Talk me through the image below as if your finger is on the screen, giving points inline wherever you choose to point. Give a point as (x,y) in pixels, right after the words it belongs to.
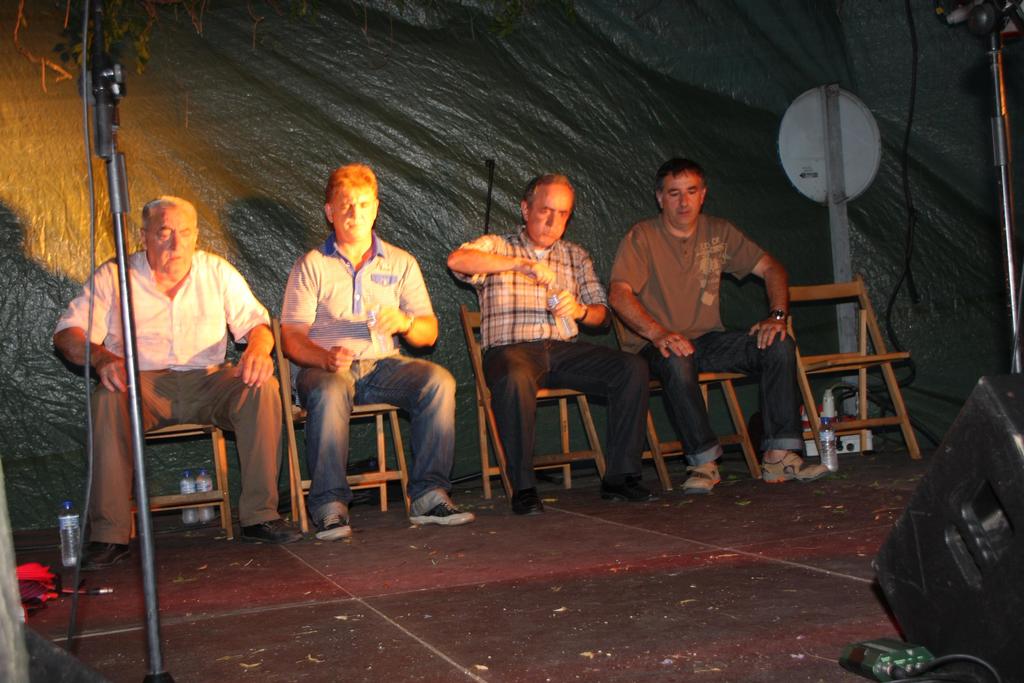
In this picture I can see four persons (364,327) sitting on the chairs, there are bottles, mike's stands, there is a speaker (1019,492) and there are some objects (870,658).
